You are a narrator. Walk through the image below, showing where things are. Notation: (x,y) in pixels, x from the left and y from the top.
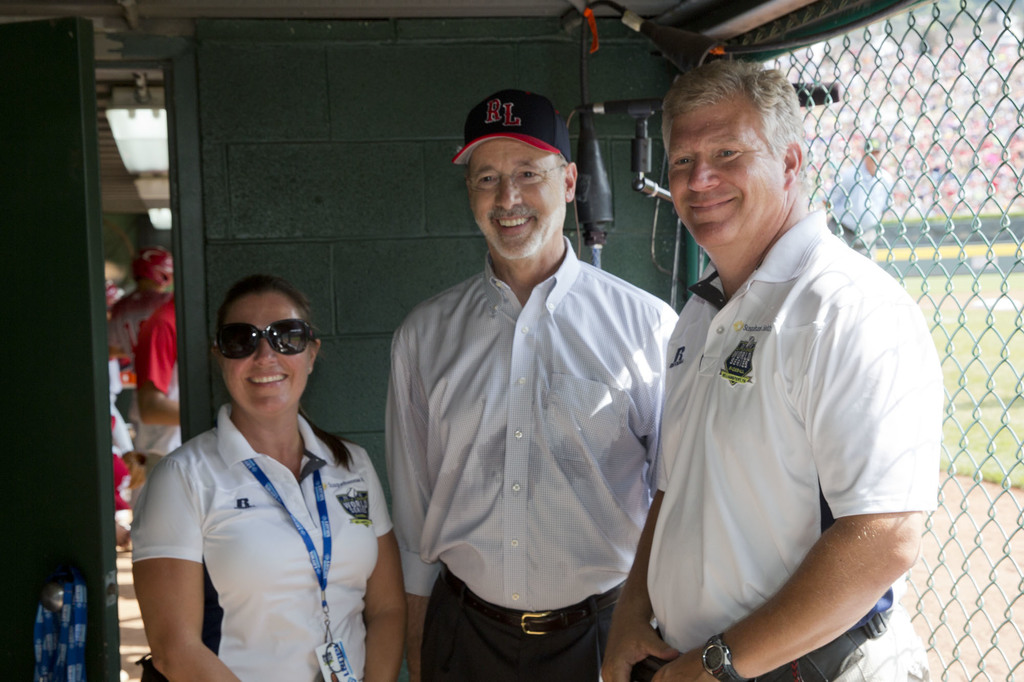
At the right side of the picture (976,286) we can see a play ground (970,323) through mesh (977,277). Here we can see people (448,506). Here we can see two men (766,412) and a woman (191,524). All are smiling. She wore goggles (283,331) and he wore a cap (553,151).
